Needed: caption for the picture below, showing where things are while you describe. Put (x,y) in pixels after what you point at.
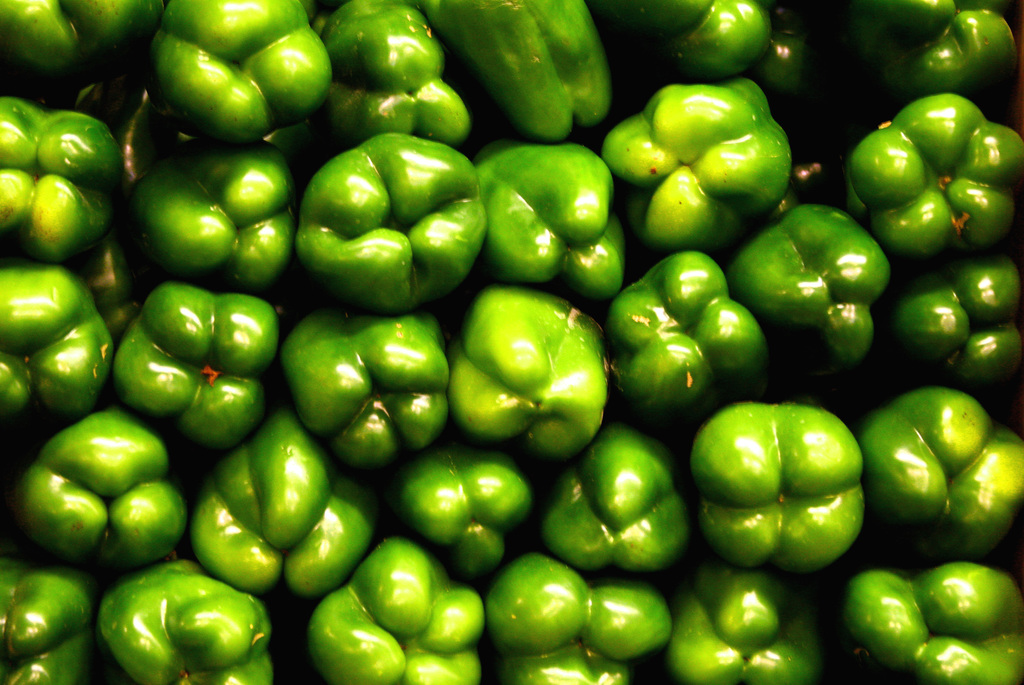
In this image we can see the vegetables (263,619).
